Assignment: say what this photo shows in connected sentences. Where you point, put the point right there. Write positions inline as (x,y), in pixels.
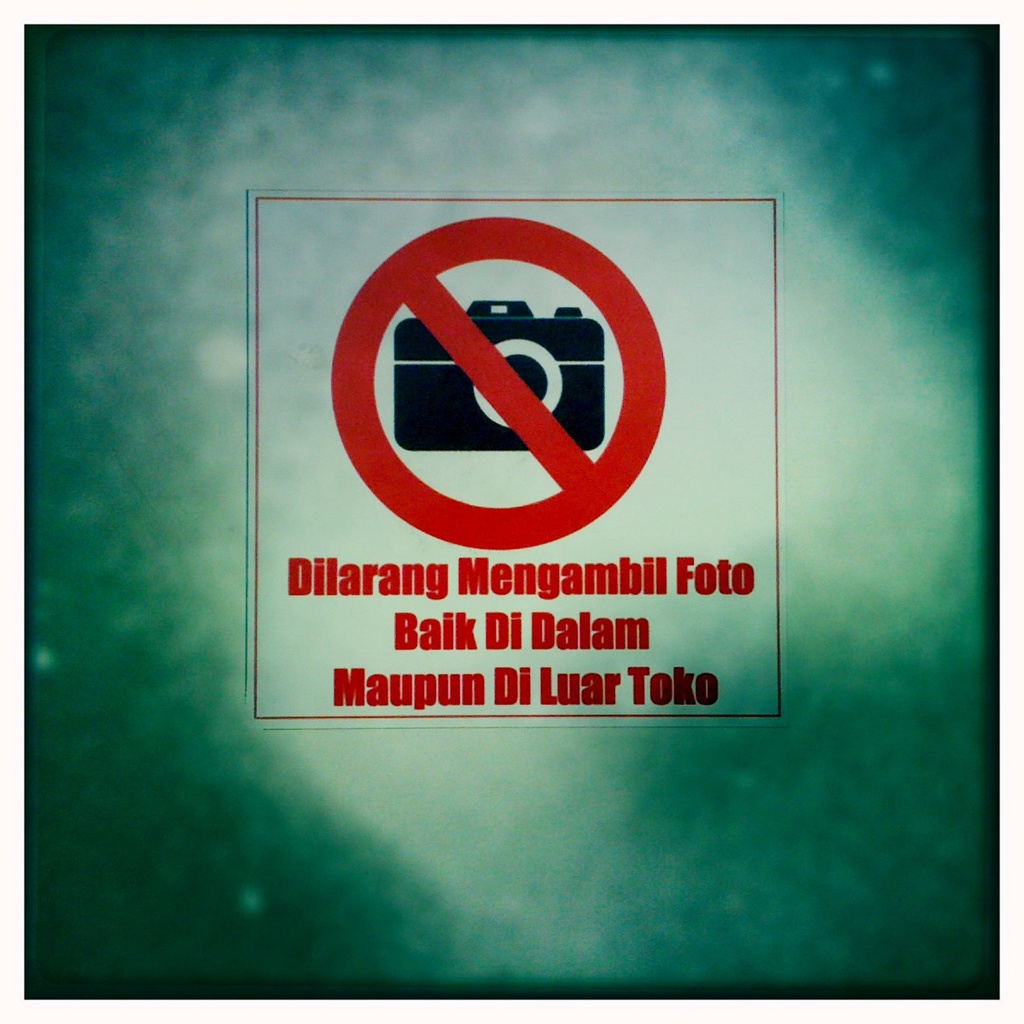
In this image I can see some text (512,627) written it. I can also a picture (449,414) of the camera (456,429).
